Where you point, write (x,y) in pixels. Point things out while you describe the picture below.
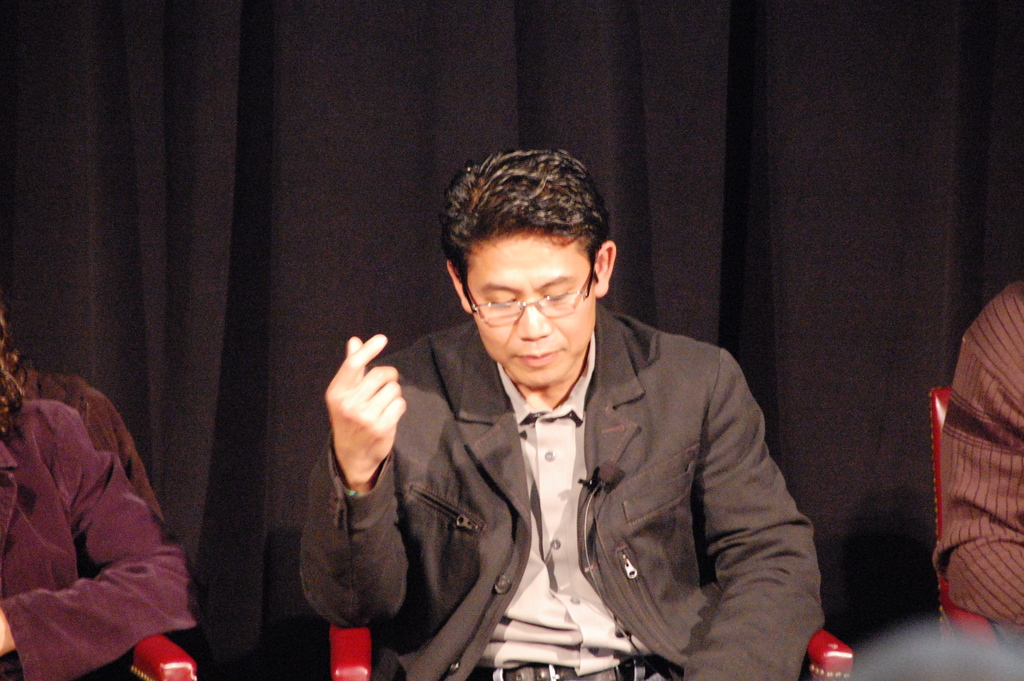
In this image, we can see people (542,496) sitting on the chairs (816,676) and in the background (310,164), there is a curtain (293,198).
